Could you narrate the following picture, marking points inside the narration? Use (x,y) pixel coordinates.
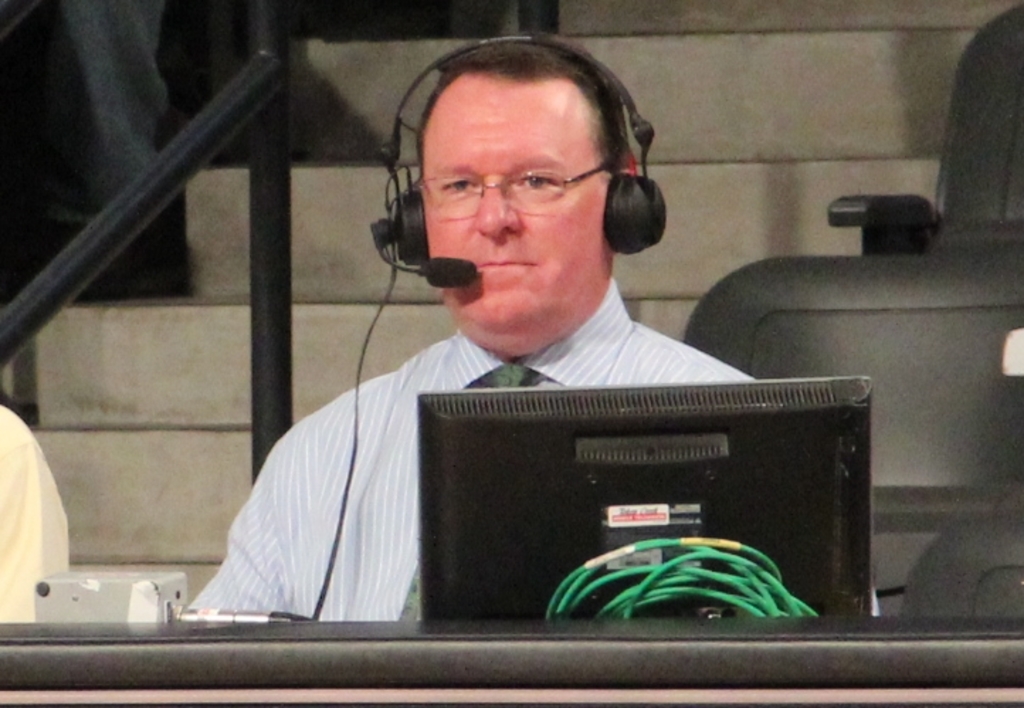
In this image, we can see a person (640,334) is wearing a headset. Background (362,118) we can see few stairs (105,382), rods (7,345) and seats (768,339). At the bottom (765,543), we can see monitor (465,566), wires (749,573), some object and black color object (552,635).
